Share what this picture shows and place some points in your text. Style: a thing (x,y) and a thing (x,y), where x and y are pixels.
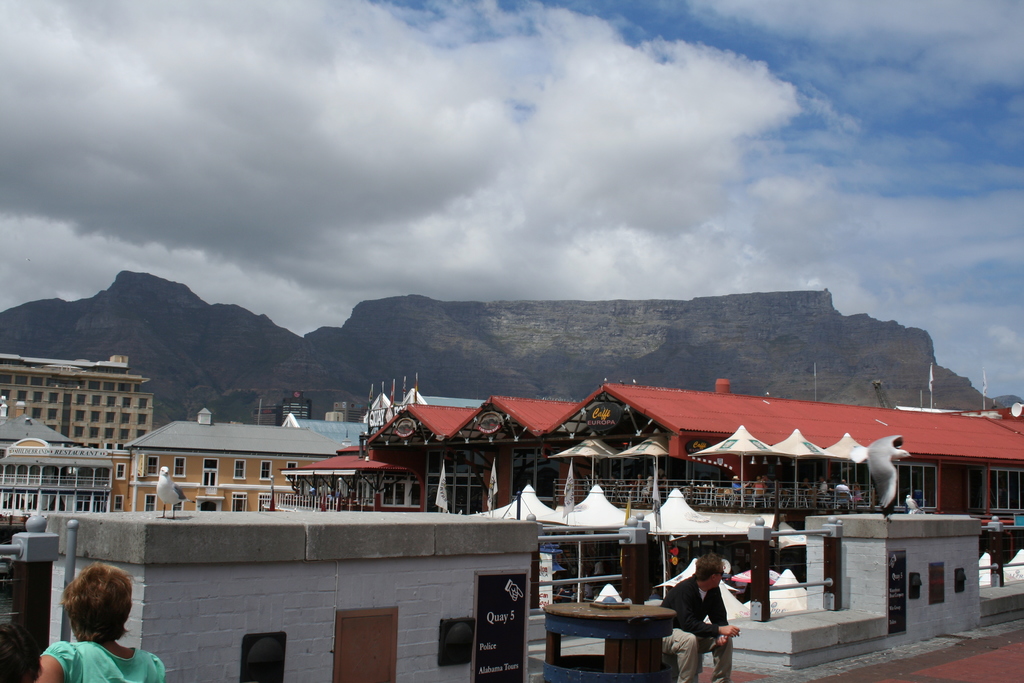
In the foreground of this picture (123,643), there is a woman (133,649) behind her there is a wall (413,566) and railing (638,527). There is also a man (694,652) sitting in front of the wall (470,562). In the background (688,507), there are buildings (478,464), tents (503,507), umbrellas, flags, mountains (605,333), sky (869,102) and the cloud (360,120).
